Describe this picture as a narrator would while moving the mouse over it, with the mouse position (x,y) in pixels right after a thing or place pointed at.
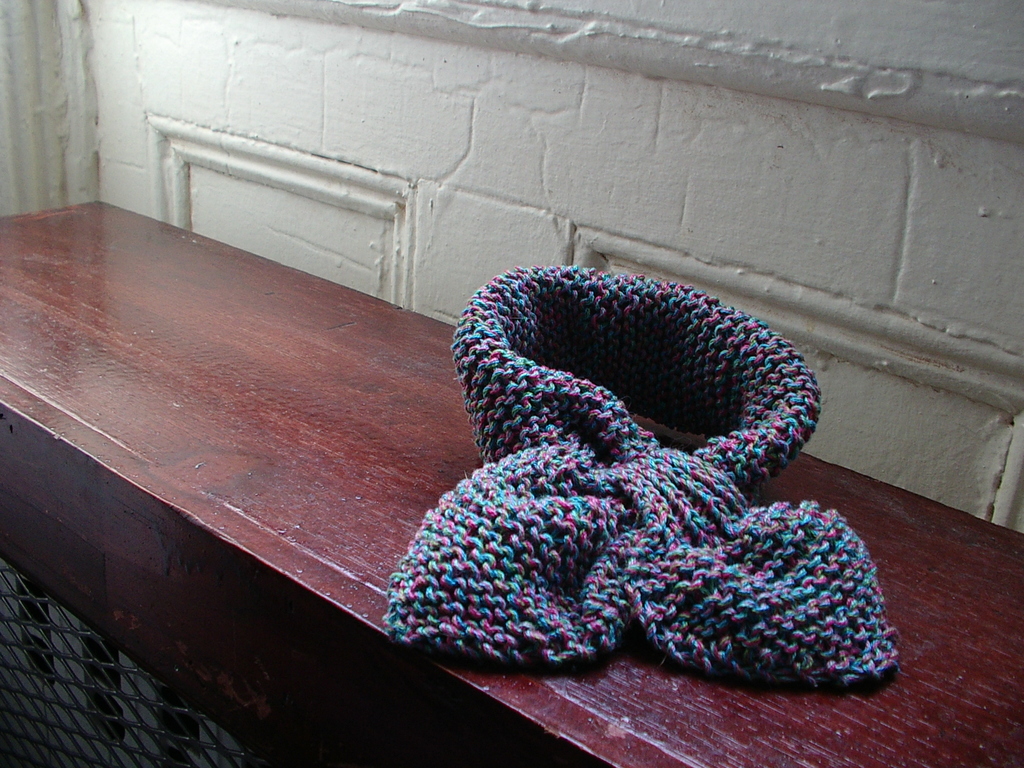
In this image, I can see a woolen scarf (634,596) on a wooden table (302,567). At the bottom left corner of the image (121,742), I can see a mesh (89,709). In the background (291,82), there is the wall (483,101).
